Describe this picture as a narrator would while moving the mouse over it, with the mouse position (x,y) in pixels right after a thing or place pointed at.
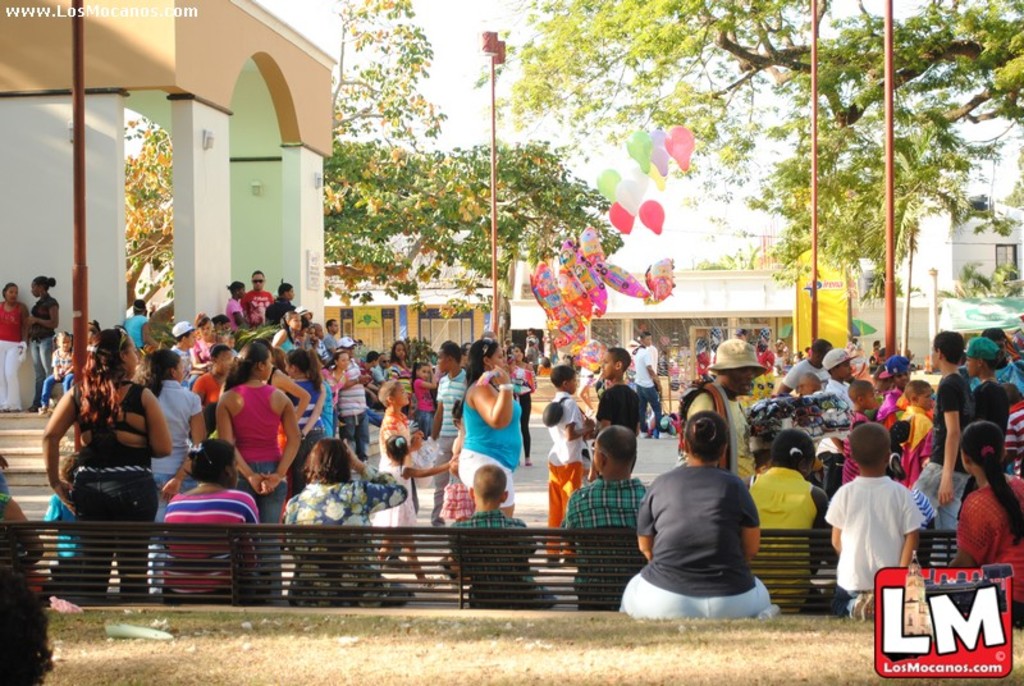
In this image in the center (452,359) there are a group of people (228,417) some of them are standing and some of them are sitting, and there are some balloons (590,296), poles (494,94) and some trees (485,236) and also we can see some boards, buildings (69,150). At the bottom of the image (510,559) there is a bench (521,603), and there is a walkway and objects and on the left side of the image (16,429) there are stairs (28,426). And on the right side of the image (963,313) there is a tent (955,309) and some plants (988,290), and in the bottom right hand corner (921,615) there is a logo (939,610).
